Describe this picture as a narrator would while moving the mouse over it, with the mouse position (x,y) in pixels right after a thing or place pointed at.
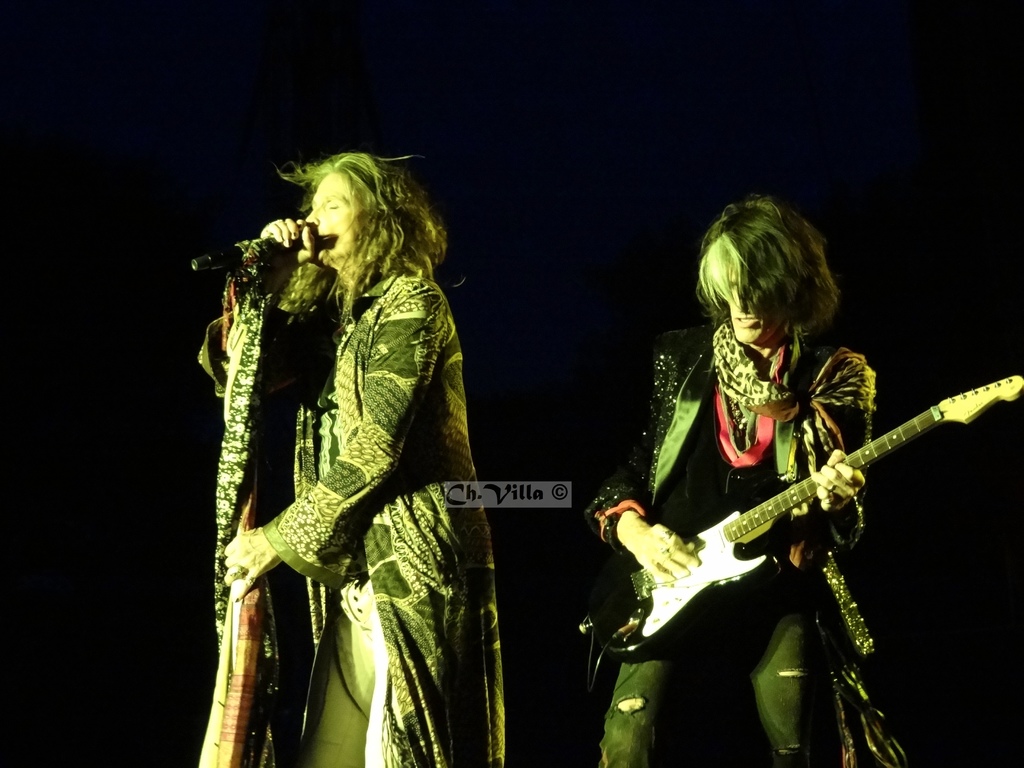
There is a man (750,371) holding and playing guitar (664,626). Beside him, there is a man (343,305) holding a mic (272,241) and singing. The background (791,77) is in dark color.
